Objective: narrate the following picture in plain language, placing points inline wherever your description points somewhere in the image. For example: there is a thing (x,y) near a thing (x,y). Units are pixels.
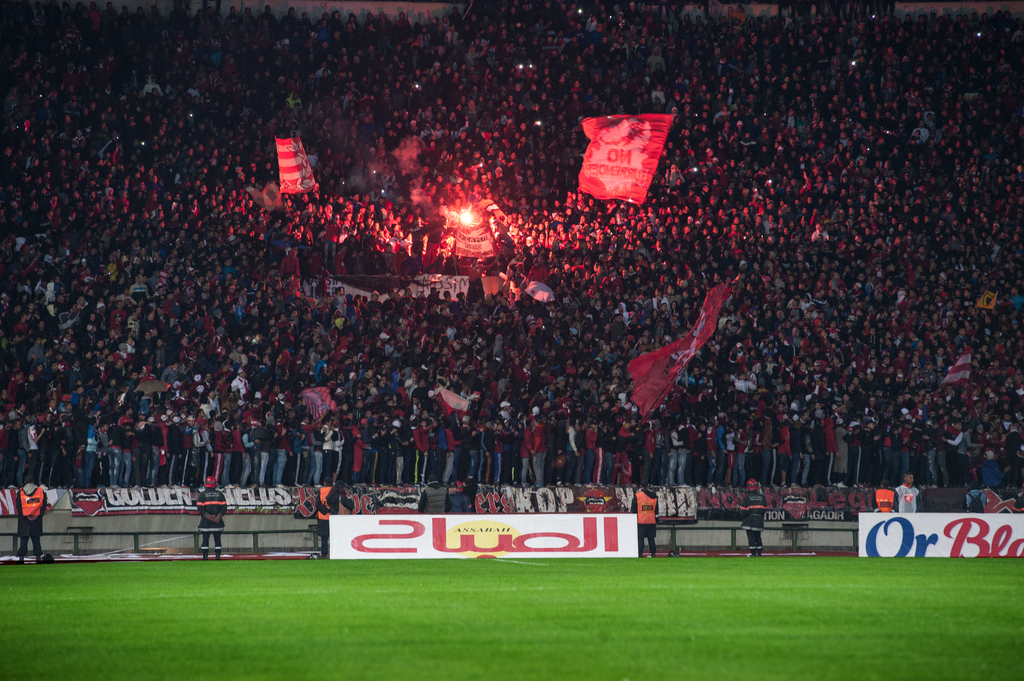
In this image I can see an open grass ground (337,614) in the front (515,598). In the background (509,215) I can see number of people (792,88) are standing. I can also see few flags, few lights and on the bottom side of the image (602,550) I can see number of boards (462,558). I can also see something is written on these boards (474,554).
